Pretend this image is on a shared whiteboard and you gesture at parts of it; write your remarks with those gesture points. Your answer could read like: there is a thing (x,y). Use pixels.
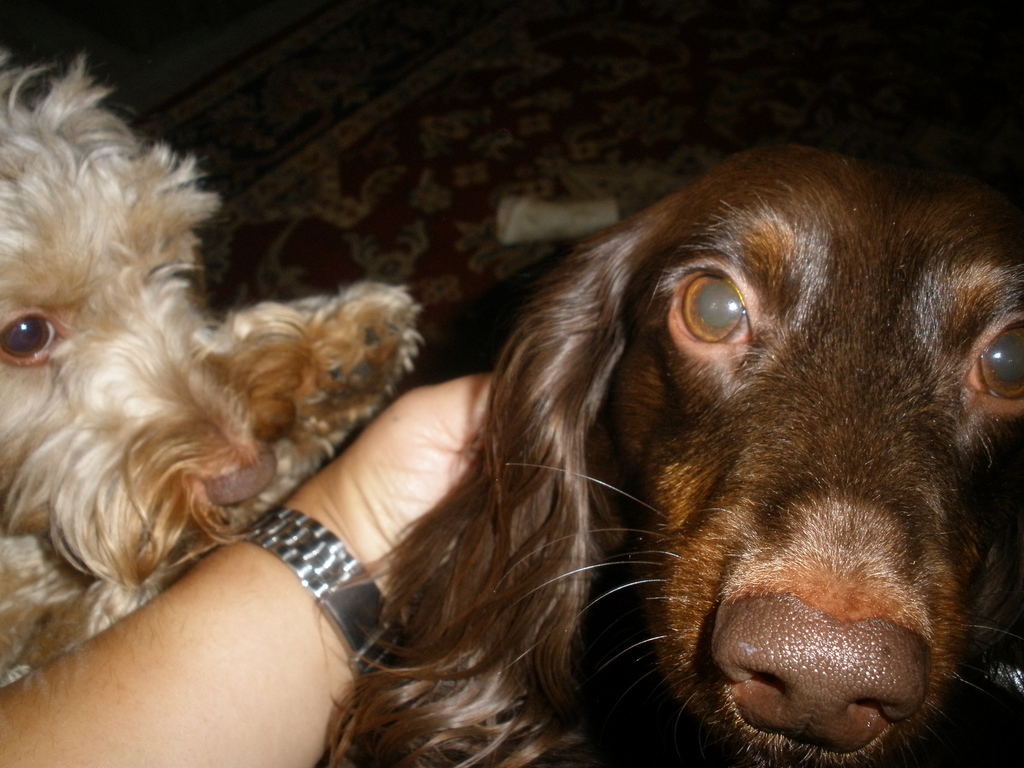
In this picture I can see there are two dogs (513,596) and the dog (98,403) on to the left (35,411) is of cream color and the dog (542,578) on to right (688,693) is of brown color. There is a person's hand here and in the backdrop (295,166) there is a carpet (402,68) on the floor (396,75).
